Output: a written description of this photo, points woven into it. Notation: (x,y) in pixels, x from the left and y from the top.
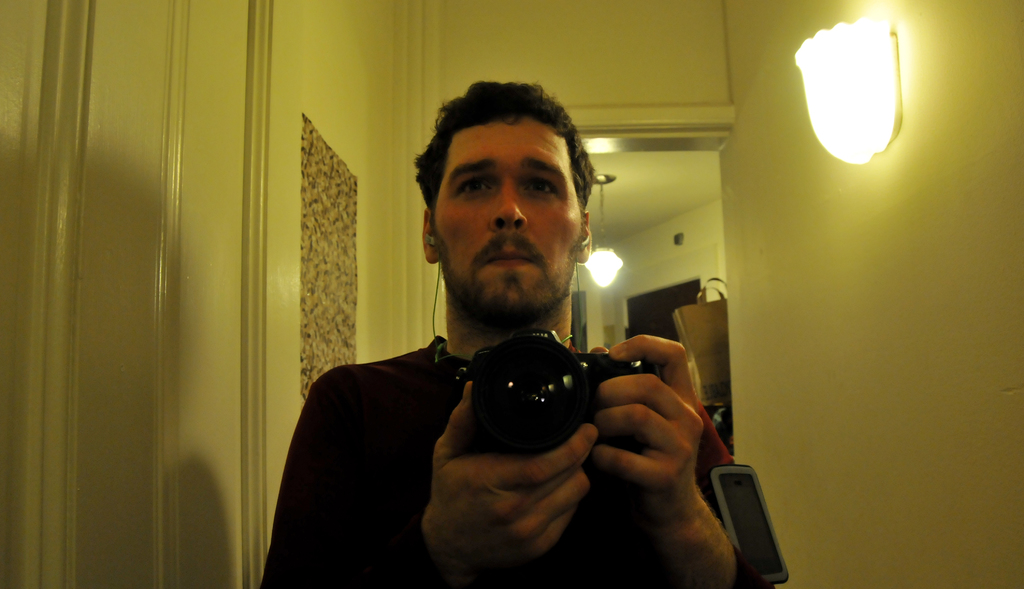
in this picture a man (518,533) is holding a camera (536,385) standing inside the building (682,159). In the right side (835,118) on the wall (785,115) there is a light (845,68). Behind the person (590,195) there is a chandelier (605,274) hangs from the ceiling (614,197).
